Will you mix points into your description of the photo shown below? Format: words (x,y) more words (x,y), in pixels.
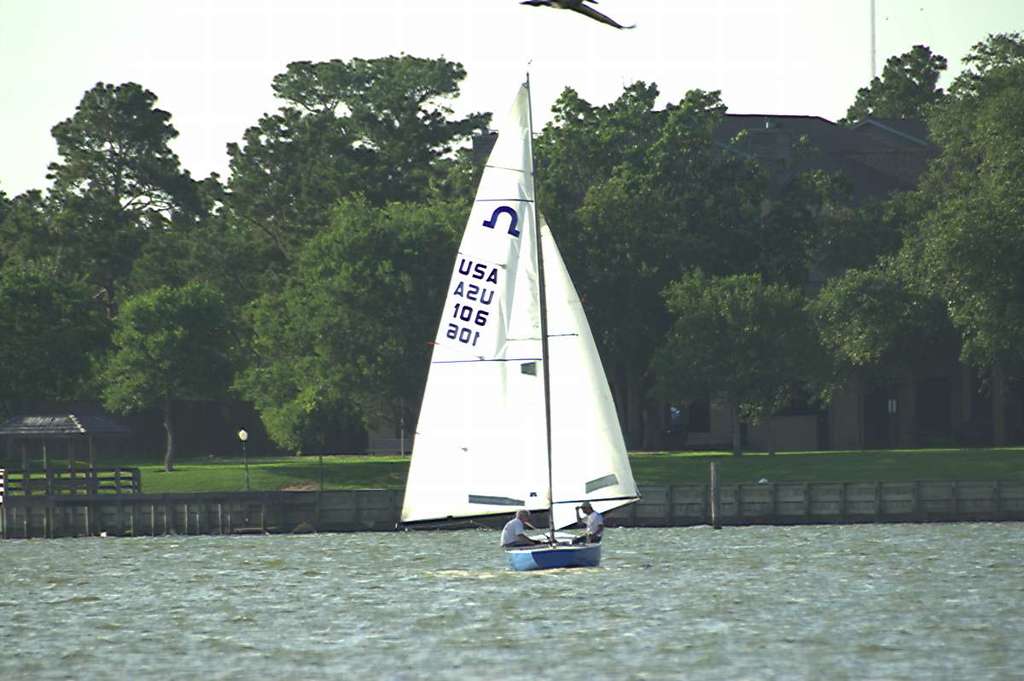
In this picture we can see boat (525,494) above the water (545,601). In the background (329,259) we can see sky (716,13), trees (370,200). Here we can see grass (196,487). Here we can see two people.
